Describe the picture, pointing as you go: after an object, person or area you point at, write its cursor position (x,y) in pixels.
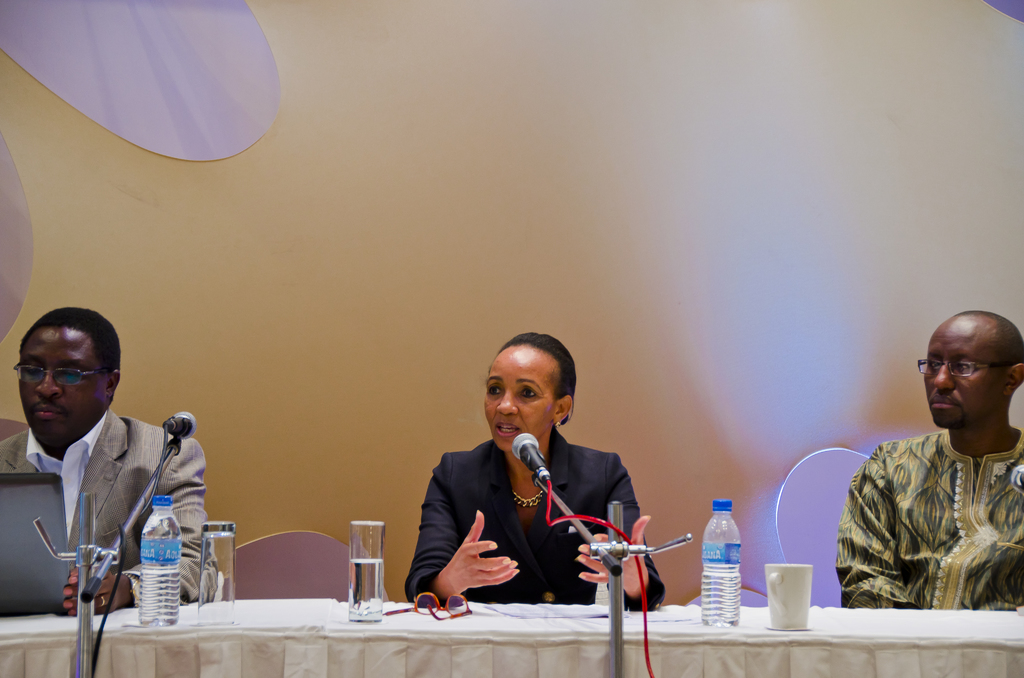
In this picture we can see three persons (982,406) and in middle (542,387) woman (529,385) talking on mic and beside to her two persons (971,407) listening to her, in front of them we have table (329,606) and on table (246,625) we can see bottle (169,607), glass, cup (809,583), mic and in background (299,312) we can see wall (374,205).
